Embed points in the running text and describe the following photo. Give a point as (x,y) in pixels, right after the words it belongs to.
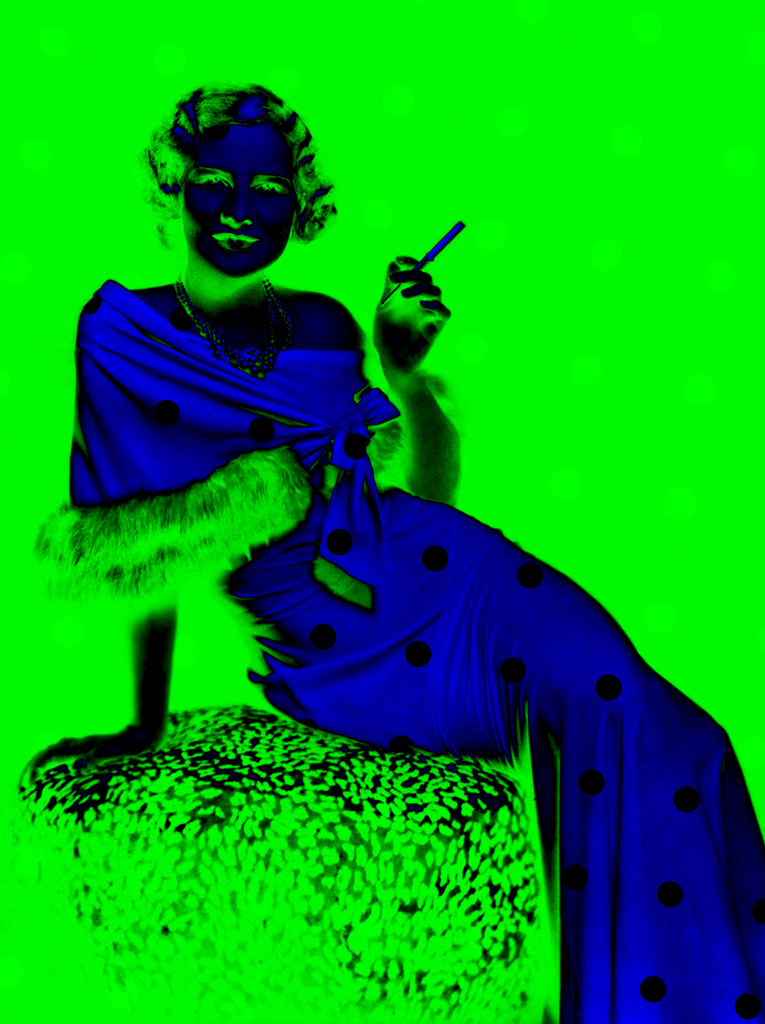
This is an edited image. In this image I can see the person (395,725) with the dress (435,708) and holding something. I can see the person (401,344) sitting on an object (294,868). And there is a green color background (447,268).
